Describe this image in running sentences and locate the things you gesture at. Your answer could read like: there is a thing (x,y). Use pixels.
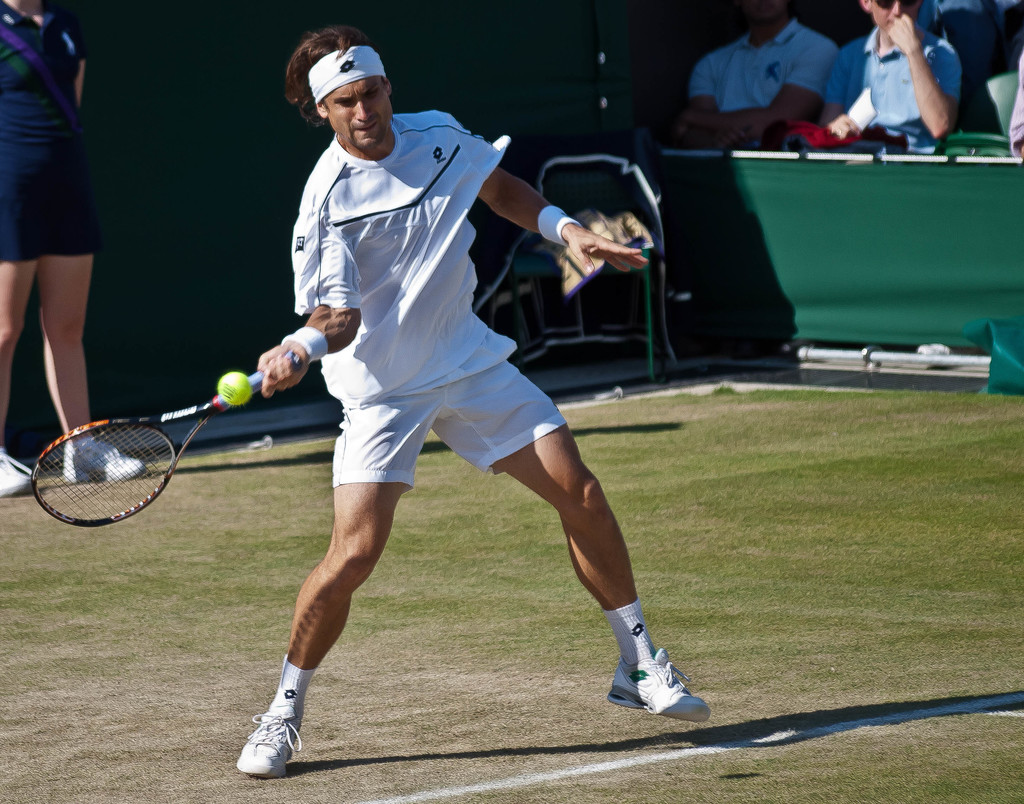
In this image i can see a person (386,250) standing, holding a bat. In the background (20,57) i can see few other persons (701,93) and a cloth (823,255).
